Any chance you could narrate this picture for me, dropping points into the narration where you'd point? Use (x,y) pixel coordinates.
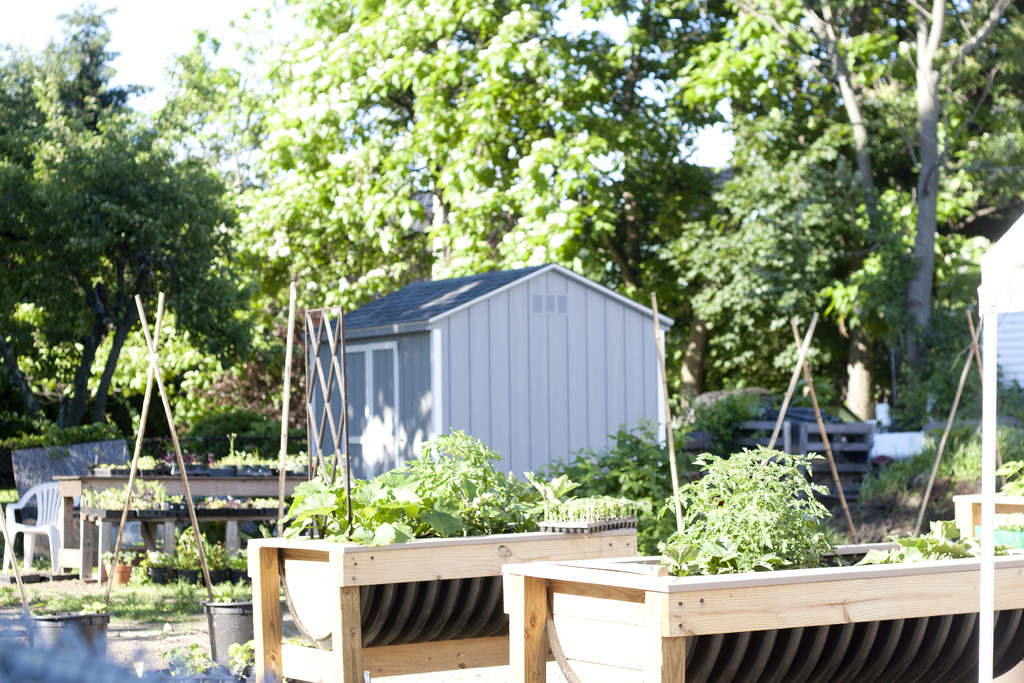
In front of the picture, we see the wooden tables (592,582) on which the plant pots (741,566) are placed. Beside that, we see the wooden poles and the tins (74,625). On the left side (25,570), we see a chair (42,498). Beside that, we see a table (179,483) on which the flower pots (101,493) are placed. In the middle (471,313), we see a cottage (408,407) in grey color. On the right side (803,357), we see a pole (986,321) and the wooden fence (853,474). There are trees (81,215) in the background (412,174). At the top (210,41), we see the sky (196,24).
